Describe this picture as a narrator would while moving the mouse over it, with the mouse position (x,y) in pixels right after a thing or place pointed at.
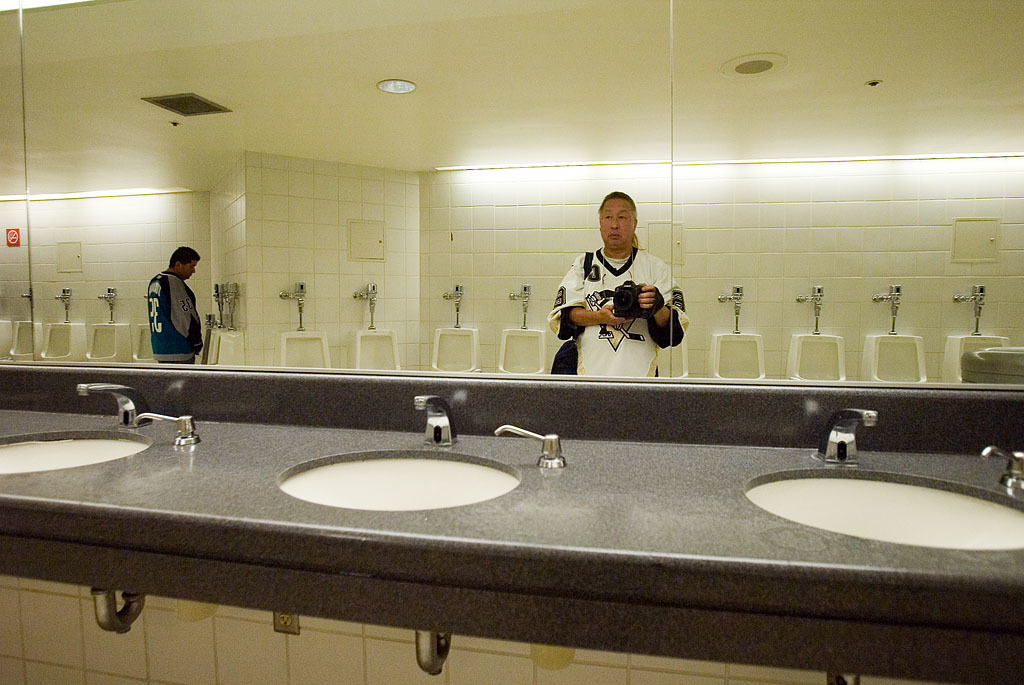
In this image we can see wash basins (68,439) with taps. Also there is mirror (409,128). On the mirror (157,254) we can see reflection (172,275) of persons (584,339). And the person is holding something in the hand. Also there are reflections (228,179) of toilets (531,332) with pipes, wall (784,189), lights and ceiling (433,152).
